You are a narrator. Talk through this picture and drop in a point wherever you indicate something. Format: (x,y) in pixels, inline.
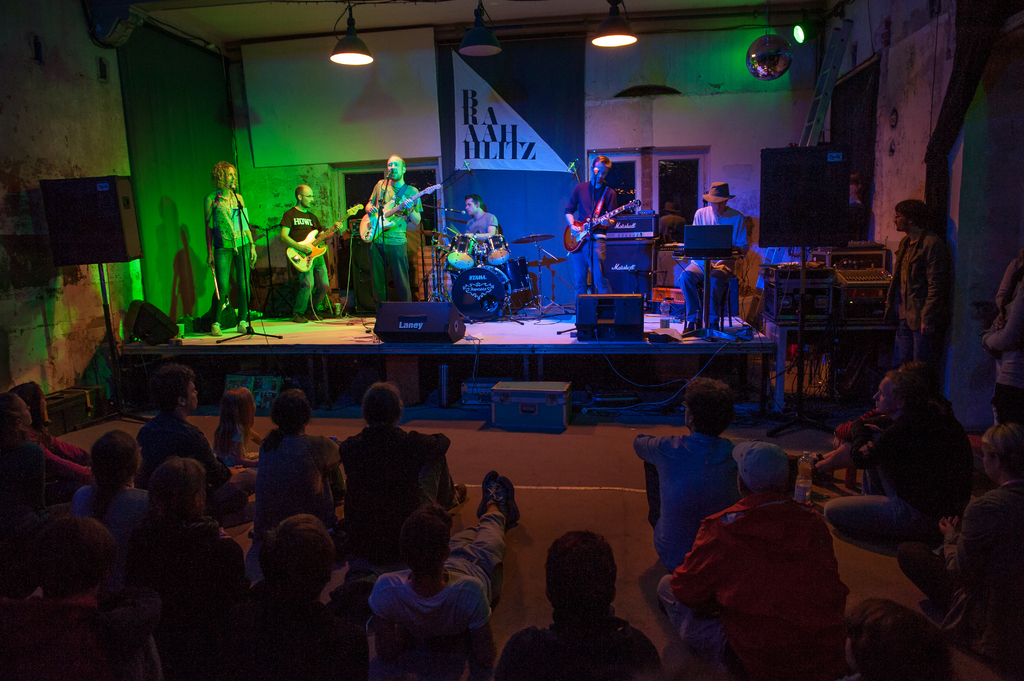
This image looks like it is clicked in a concert. In the front (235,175), there is a dais (645,324) on which there are few people (694,305) performing music. At the bottom (442,602), there are many people (294,577) sitting on the floor (637,622). In the front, we can see musical instruments (546,302). On the left (100,225) and right, there are speakers (152,317).
